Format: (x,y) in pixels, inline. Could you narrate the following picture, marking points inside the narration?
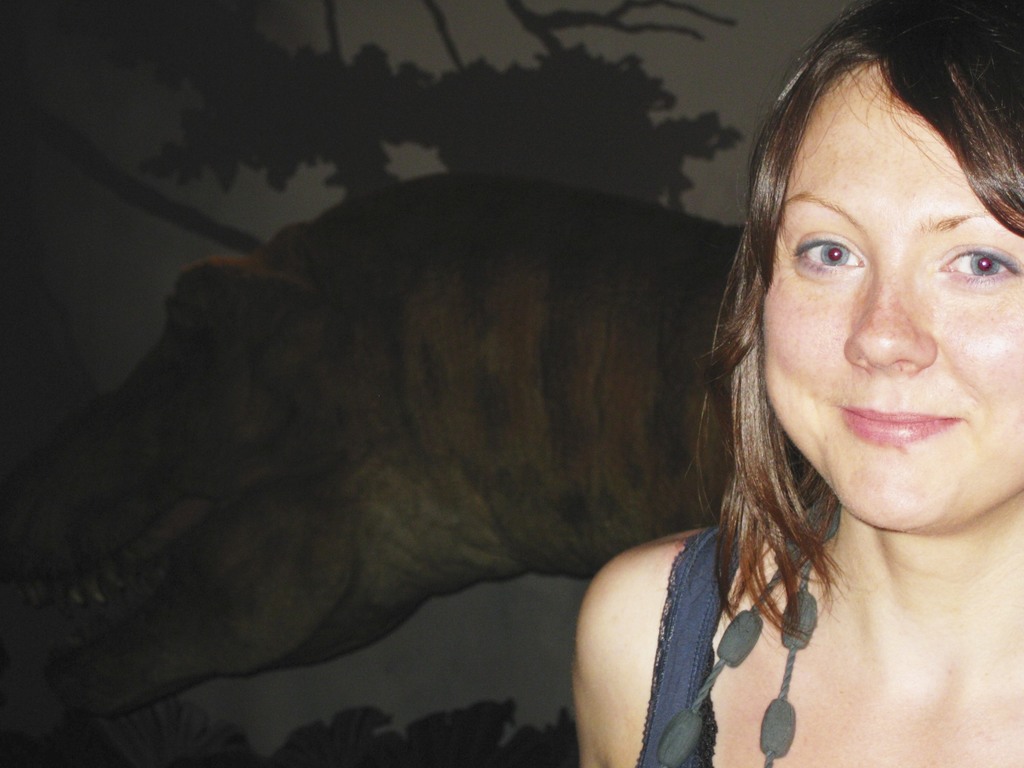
In this image in the front (773,537) there is a woman (795,542) smiling. In the background (374,327) there is a dinosaur (470,387) and there are black colour objects (721,671) on the woman (738,679).
